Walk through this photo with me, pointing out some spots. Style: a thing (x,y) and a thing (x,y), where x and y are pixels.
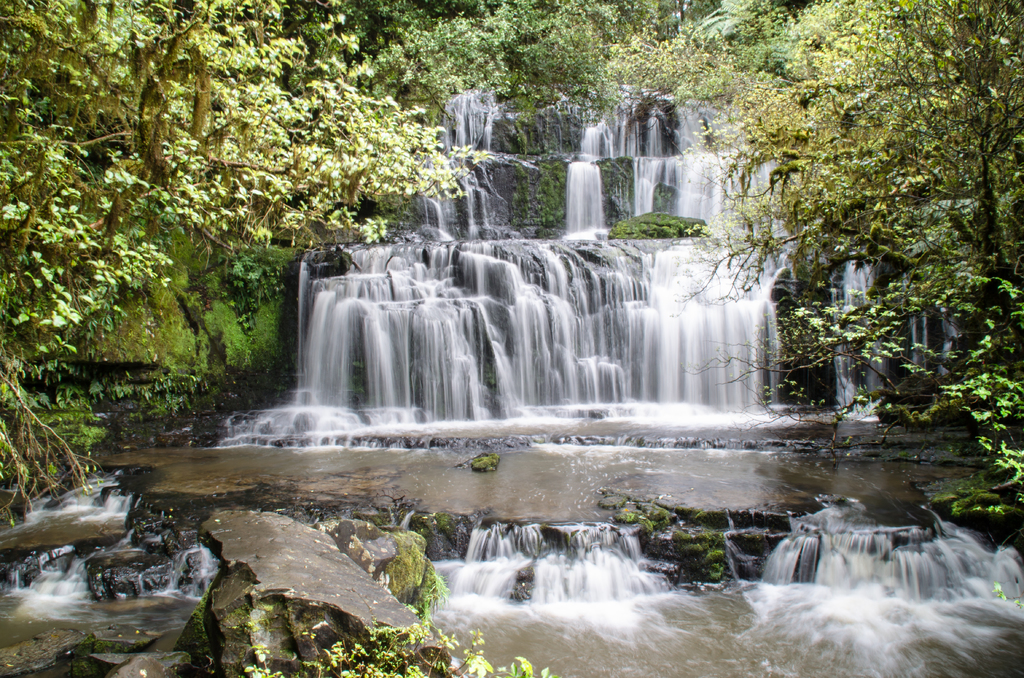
In the middle of this image (611,310) I can see the water falls (396,332). At the bottom (353,593), I can see the rocks (290,607) and water (513,645). In the background (123,243) there are many trees (757,191).
